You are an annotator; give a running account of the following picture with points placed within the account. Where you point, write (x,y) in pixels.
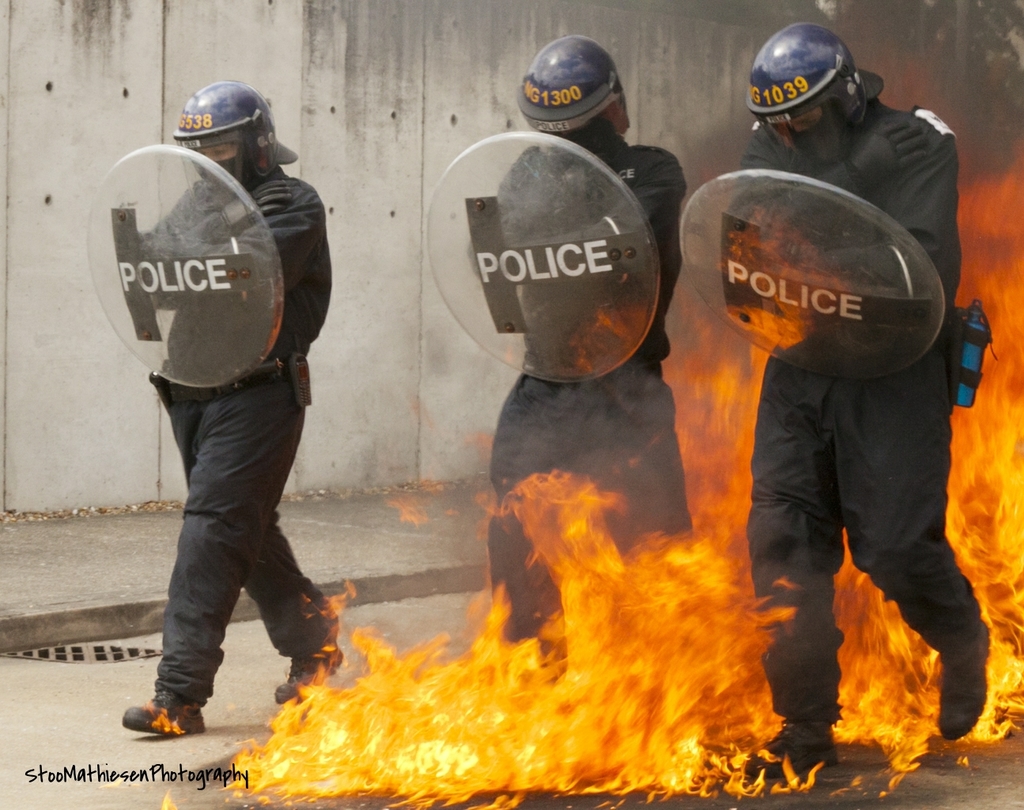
In the image we can see there are three people (293,322), they are wearing clothes (651,369), helmet (580,106) and shoes (128,721), and they are holding a shield (142,242) in their hand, and these people (634,411) are walking. There is a fire (476,714), footpath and a wall (349,89).
